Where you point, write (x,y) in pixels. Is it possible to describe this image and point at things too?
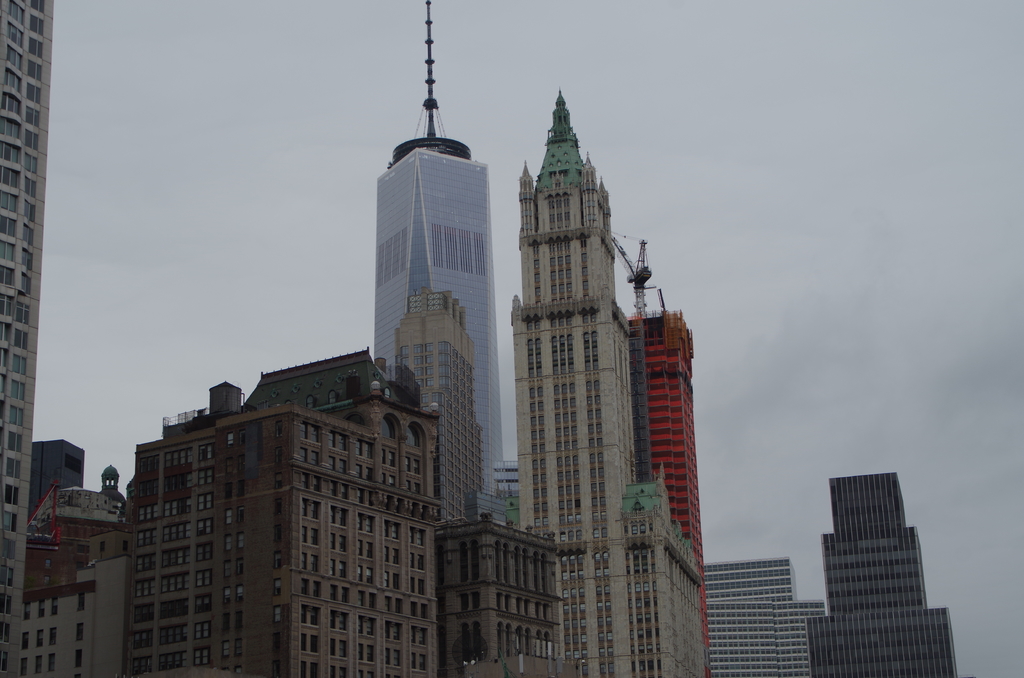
In this picture we can see there are buildings (415,561) and the sky (743,87).
